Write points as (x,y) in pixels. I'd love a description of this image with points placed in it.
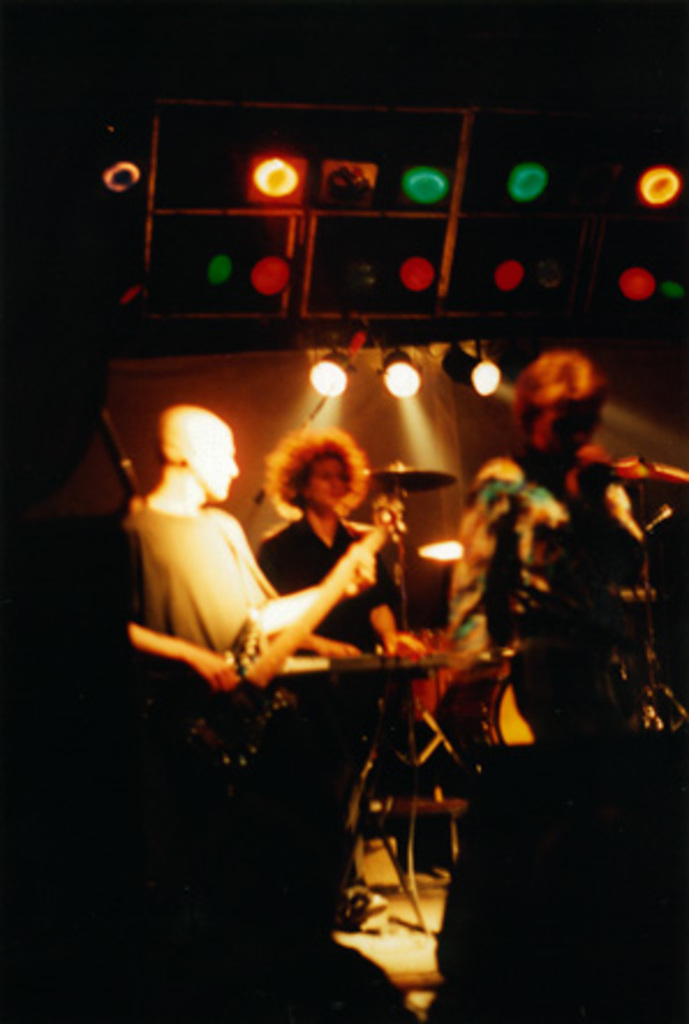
In this image few persons (295,463) playing instruments (262,689) on a stage (358,936), in the background (355,350) there are lights (343,366).
